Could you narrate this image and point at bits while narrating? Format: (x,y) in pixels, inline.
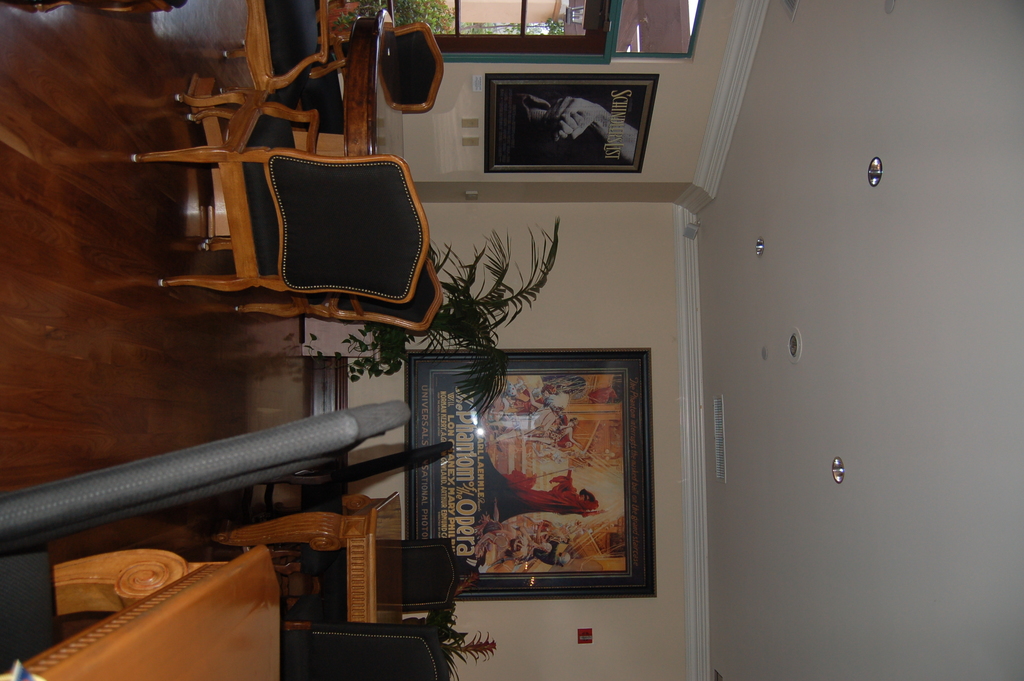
In this image there is table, chair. At the background (514,370) the frame (625,436) is attached to the wall (631,304). There is a flower pot (403,335).
